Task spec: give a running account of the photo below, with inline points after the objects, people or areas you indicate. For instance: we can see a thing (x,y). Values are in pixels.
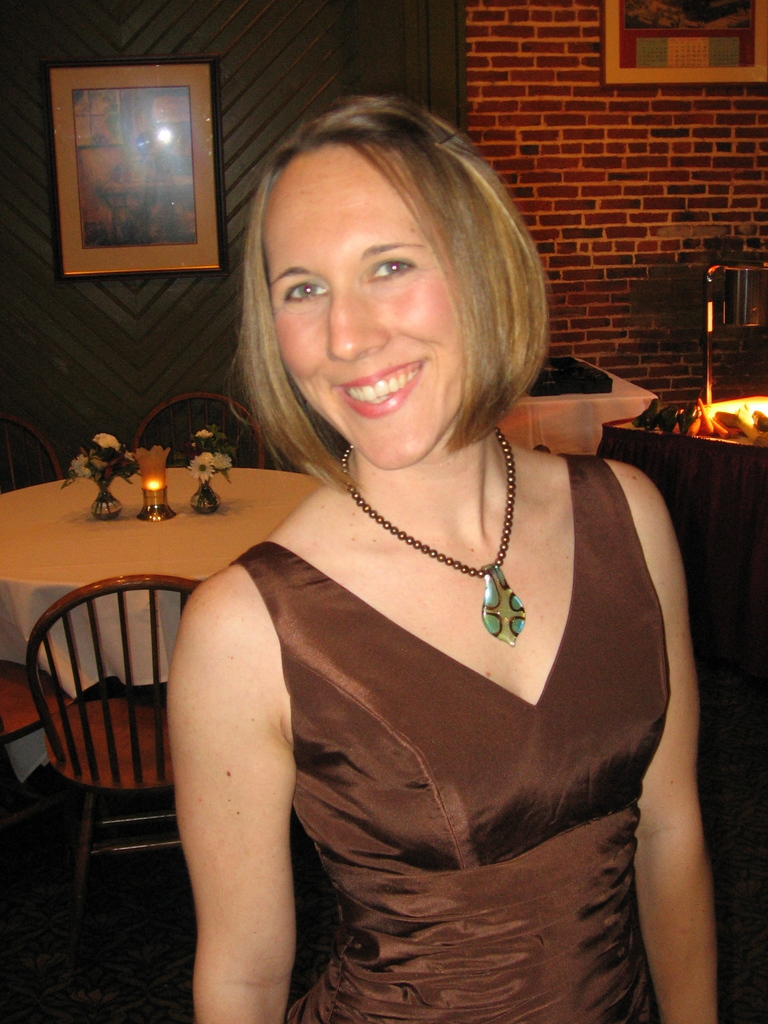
A lady (495,551) wearing a brown dress (604,865) and necklace (497,588) is smiling. Behind her a table (226,499) is there. On the table (225,487) there are two flower vase (193,501) and a lamp (154,511). There are chairs (137,433) around the table (170,531). On the wall (317,64) there is a photo frame (133,169). There are some vegetables (705,410) on this table (673,434).
